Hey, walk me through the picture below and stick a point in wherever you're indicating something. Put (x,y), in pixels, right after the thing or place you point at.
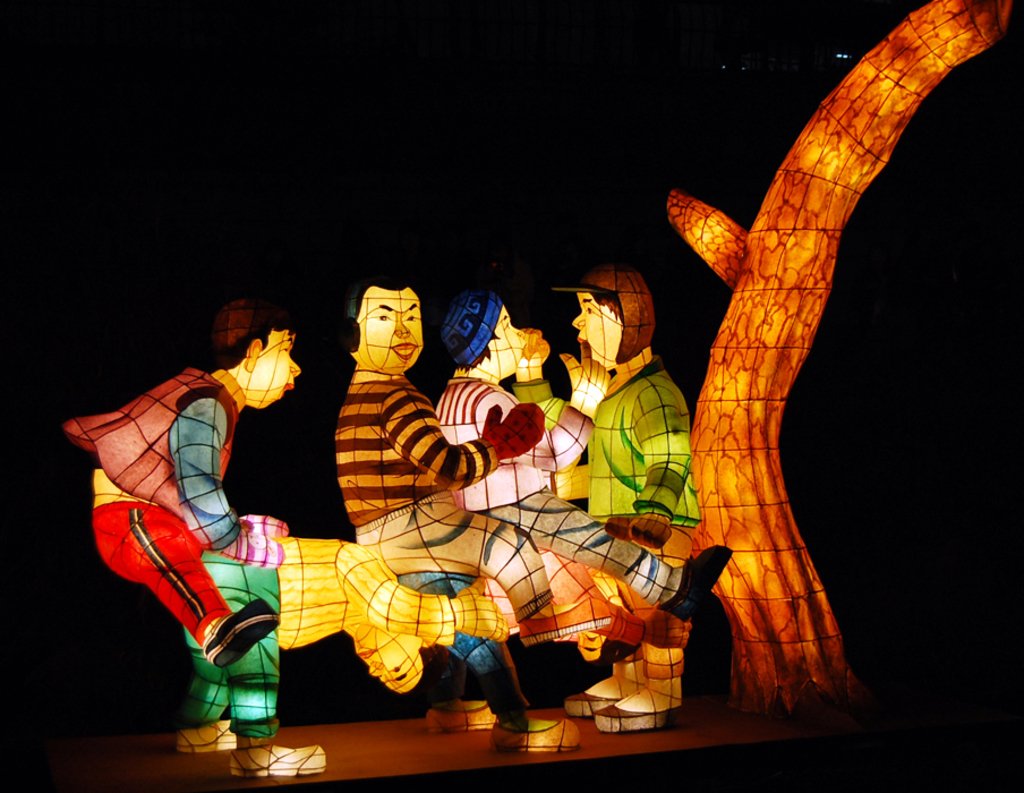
In this image we can see the depiction of persons (639,482) and also the bark (757,338) with lighting (731,487). We can also see the wooden path (687,703) and the background of the image (189,27) is in black color.
